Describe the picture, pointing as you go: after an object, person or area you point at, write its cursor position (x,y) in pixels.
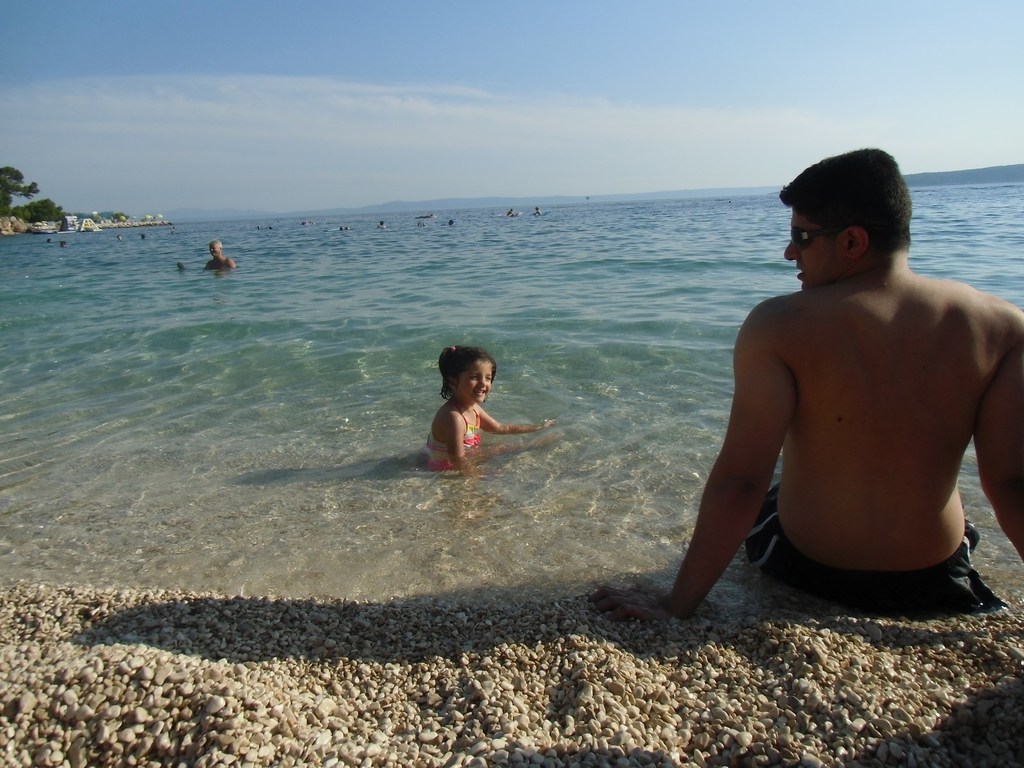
This image consists of a man (876,539) sitting near the beach (567,600). Beside him, there is a girl (446,464) swimming. In the background (176,258), there are many people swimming in the water (349,269). At the bottom (388,679), we can see small stones (563,737). In the middle (463,278), there is water (478,334). At the top (335,113), there are clouds (478,111) in the sky (530,102). On the left (15,173), there are trees (46,205).
